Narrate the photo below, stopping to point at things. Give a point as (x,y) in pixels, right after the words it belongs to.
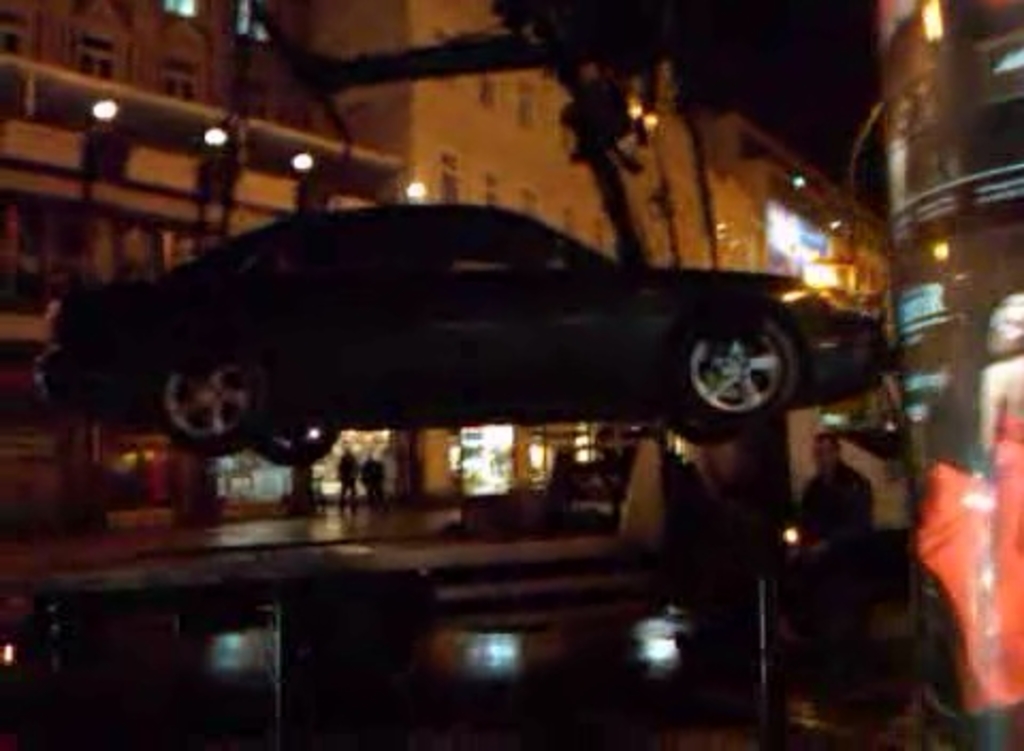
In this picture there is a car (282,359) in the center of the image (382,322) and there are buildings (542,154) in the background area of the image (673,200), there is a man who is standing on the right side of the image (797,558).
